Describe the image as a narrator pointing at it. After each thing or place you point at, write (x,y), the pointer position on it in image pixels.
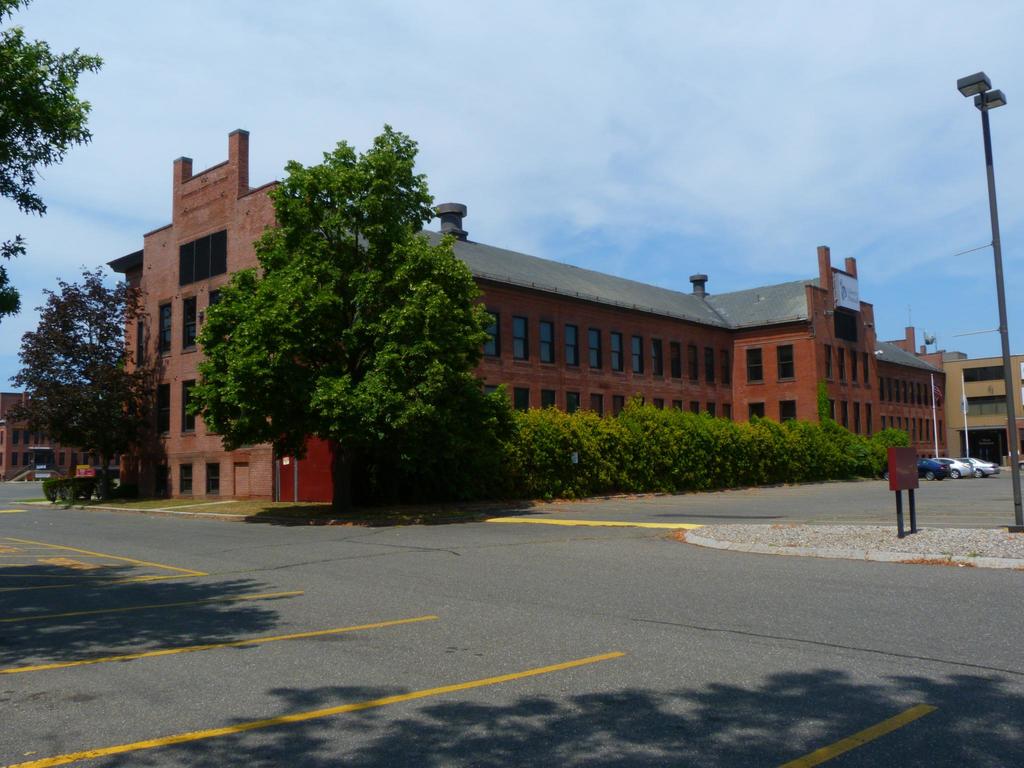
In this picture we can see plants (700,436), trees (256,393), poles (1017,520), cars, boards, and buildings (239,497). There is a road (470,569). In the background (489,180) there is sky (916,241).
